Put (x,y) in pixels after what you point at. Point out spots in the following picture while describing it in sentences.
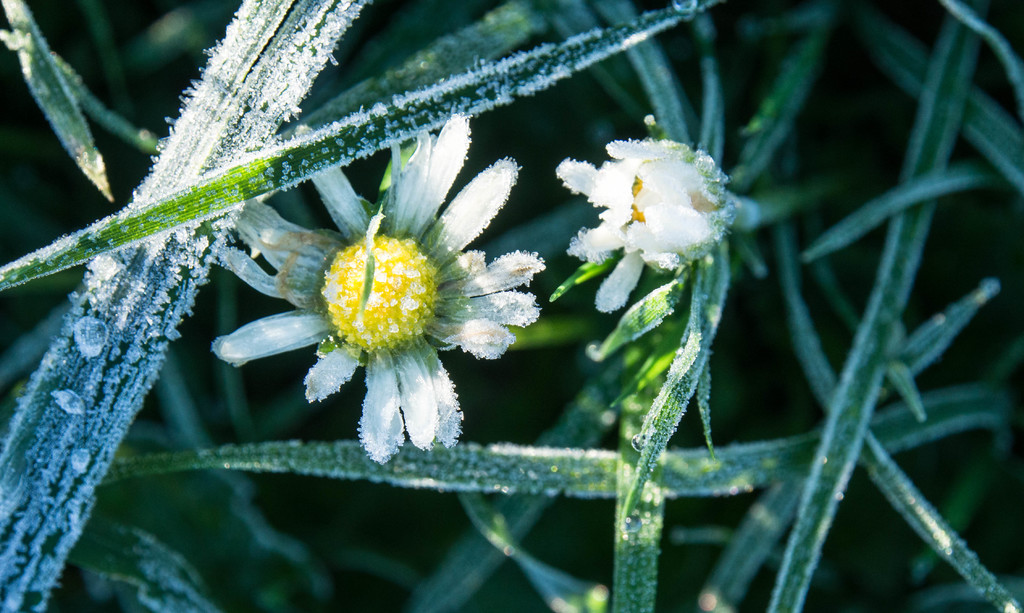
In this picture we can see flowers (655,173), leaves (291,1) and snow (308,92). In the background of the image (896,38) it is blurry.
